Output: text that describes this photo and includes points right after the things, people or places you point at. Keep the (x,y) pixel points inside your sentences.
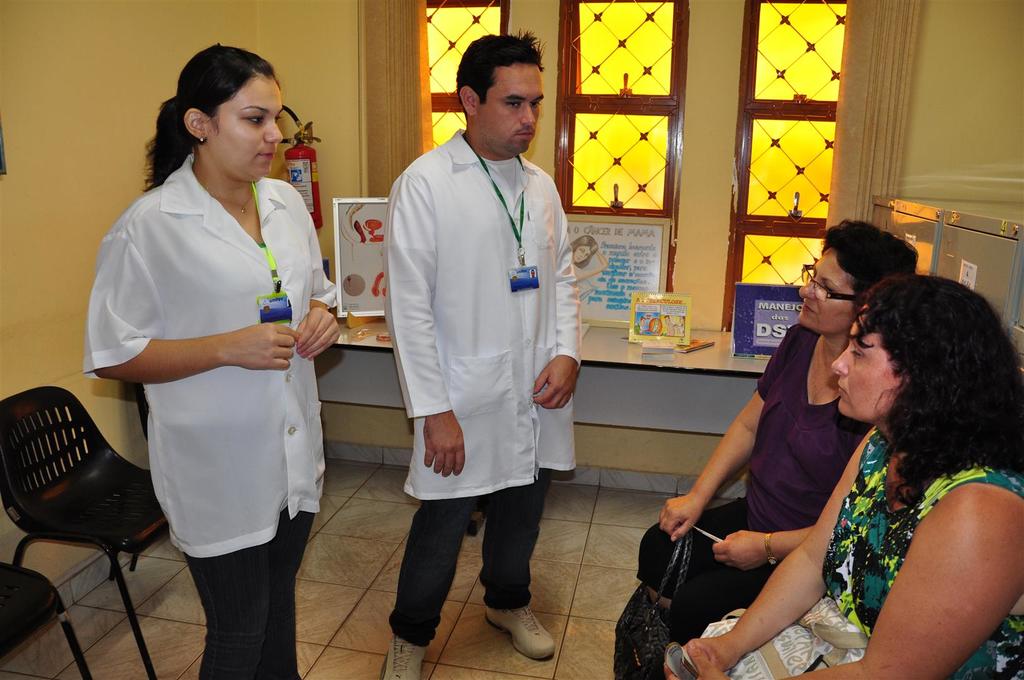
In this image I can see two persons (308,256) are standing and wearing white color shirts (217,283). On the right side of this I can see two women (862,542) are sitting and holding bags (768,649) in their hands (729,636). In the background (738,221) I can see a window (740,90) and curtain (886,120). On the left side of the image (55,507) I can see black color chairs (73,506). Below the window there is a small table (668,388) and some frames (638,327) are placed on it. On the right side (961,255) I can see one rack (986,253) is placed beside the wall (967,193).
